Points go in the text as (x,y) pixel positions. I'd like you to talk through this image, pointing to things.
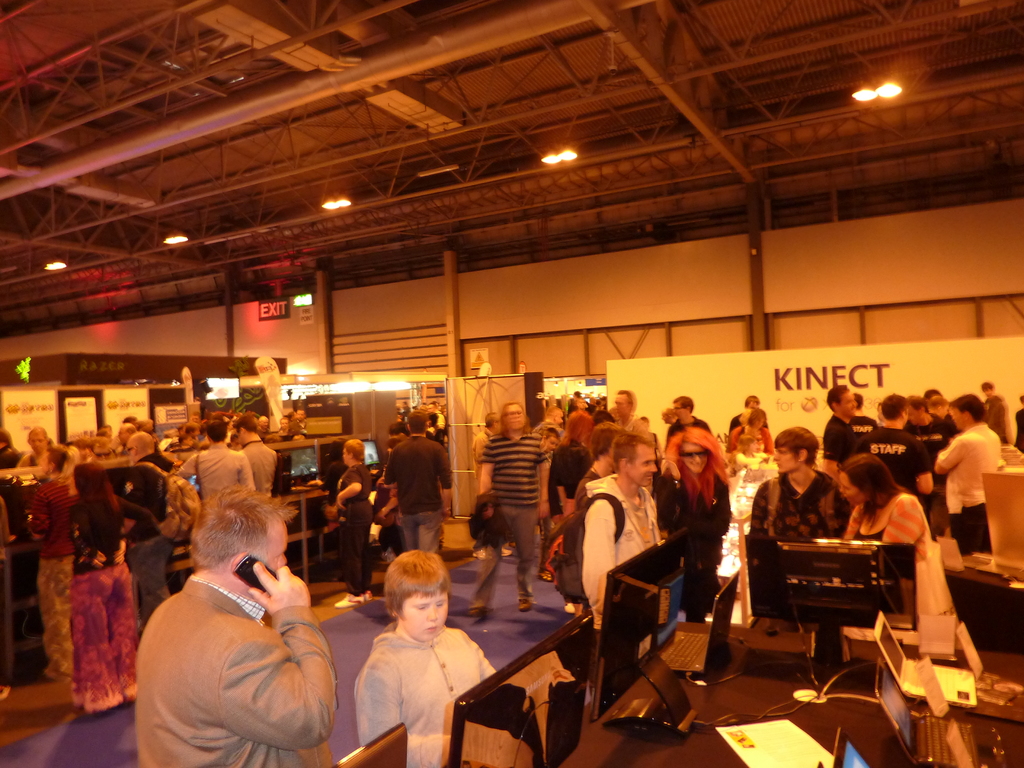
In this picture I can see many people (486,580) who are standing near to the tables (739,645). On the table (987,758) I can see many laptops (971,702), papers (924,650), cables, mouse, keyboard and other objects (982,691). At the top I can see the lights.
